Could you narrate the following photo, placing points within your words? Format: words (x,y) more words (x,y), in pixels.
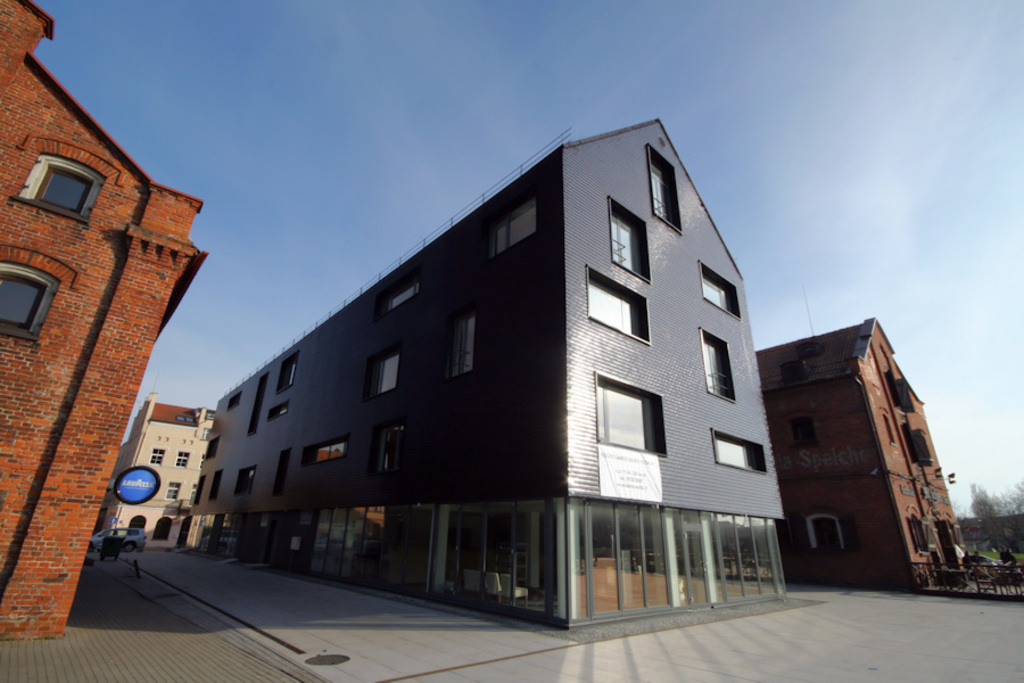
In this image we can see some buildings (339,392) with windows (285,404). We can also see a signboard (146,499), car (134,548), a fence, trees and the sky (699,190) which looks cloudy.
